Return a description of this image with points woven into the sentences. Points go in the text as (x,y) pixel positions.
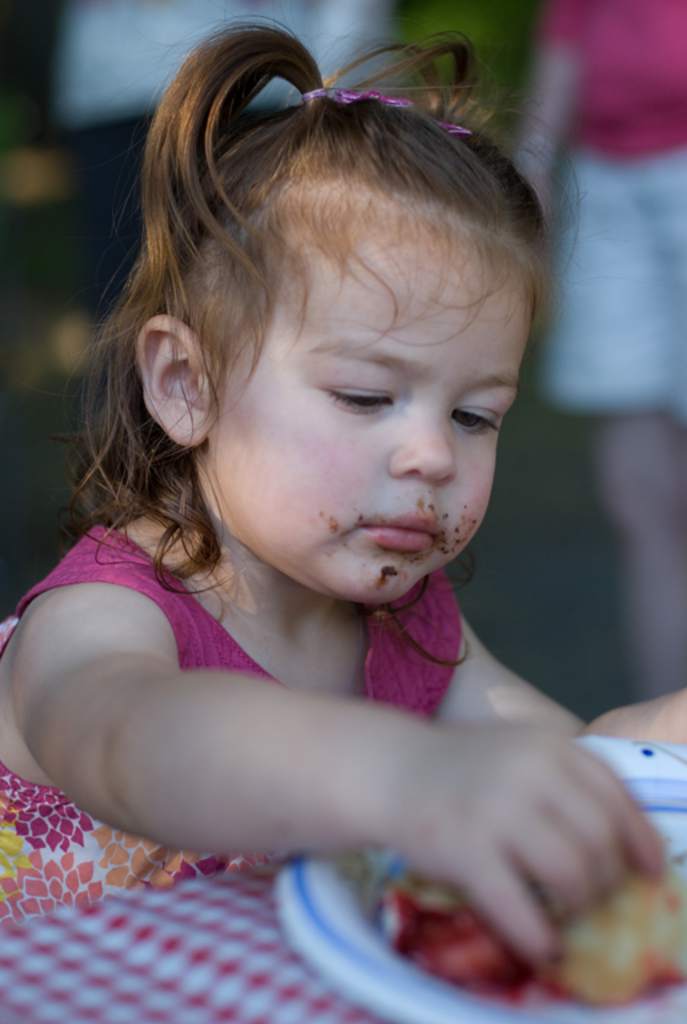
In this image we can see a girl (346,774) sitting. At the bottom (46,1014) there is a table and we can see a plate (675,846) containing food (481,941) placed on the table (46,1014). In the background (648,657) there are people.
